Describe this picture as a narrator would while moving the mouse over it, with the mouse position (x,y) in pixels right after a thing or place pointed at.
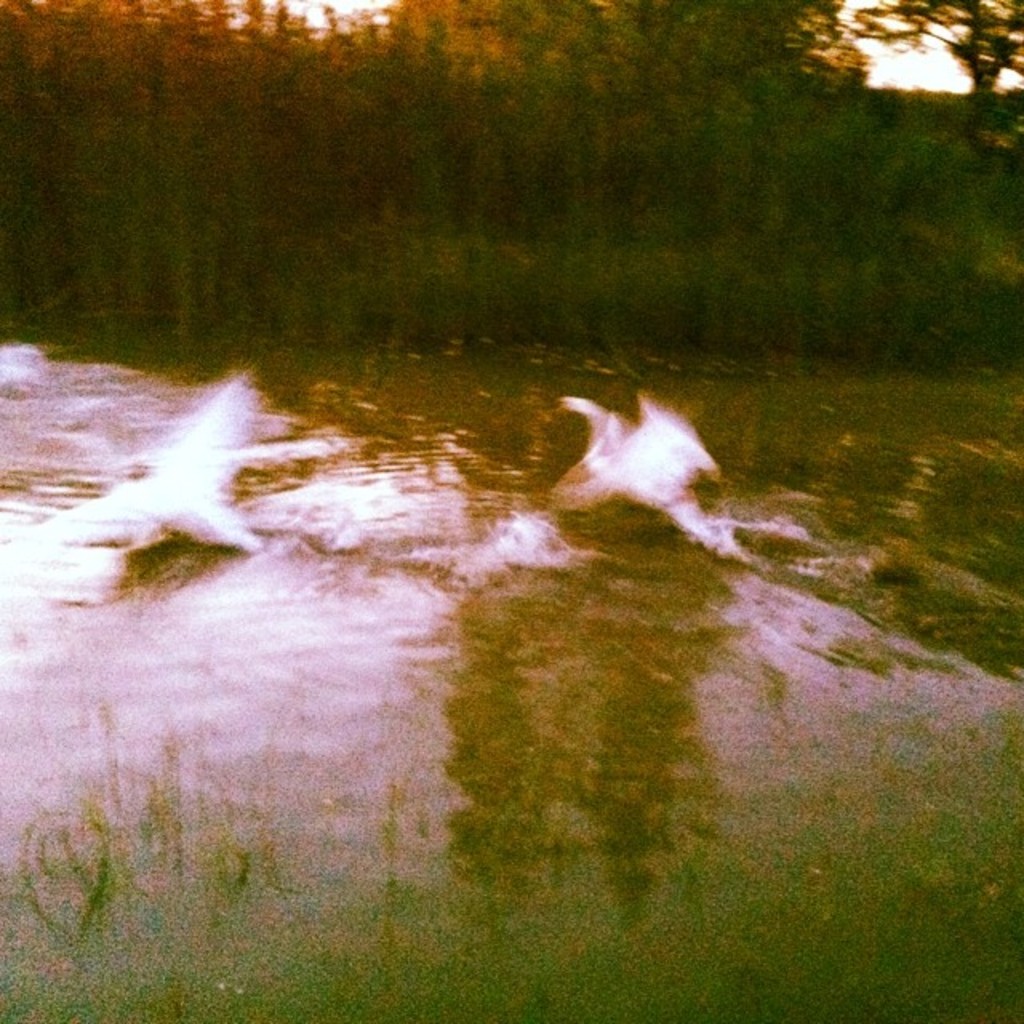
In this image in the center (444,383) there is a lake (967,430) and in the background (501,318) there are some trees (688,328). In the lake (629,531) there are some objects (201,475), and it looks like birds (126,533).
